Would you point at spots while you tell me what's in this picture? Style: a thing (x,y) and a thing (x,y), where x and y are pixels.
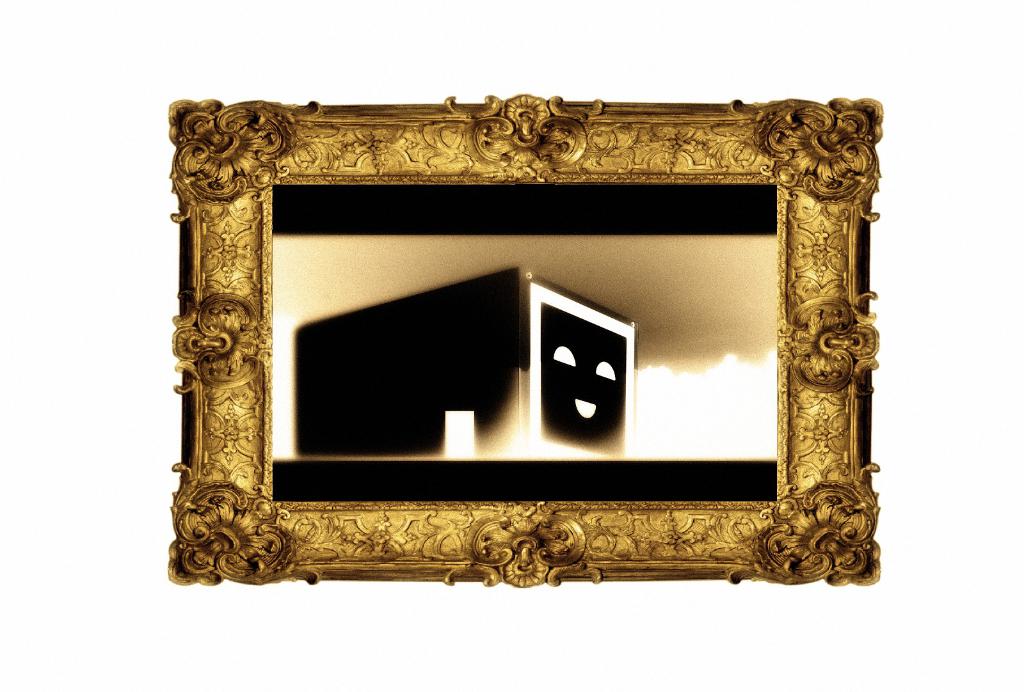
In this image in the center (677,442) there is a photo frame (226,445) and objects (464,389), and there is a white background (302,49).
